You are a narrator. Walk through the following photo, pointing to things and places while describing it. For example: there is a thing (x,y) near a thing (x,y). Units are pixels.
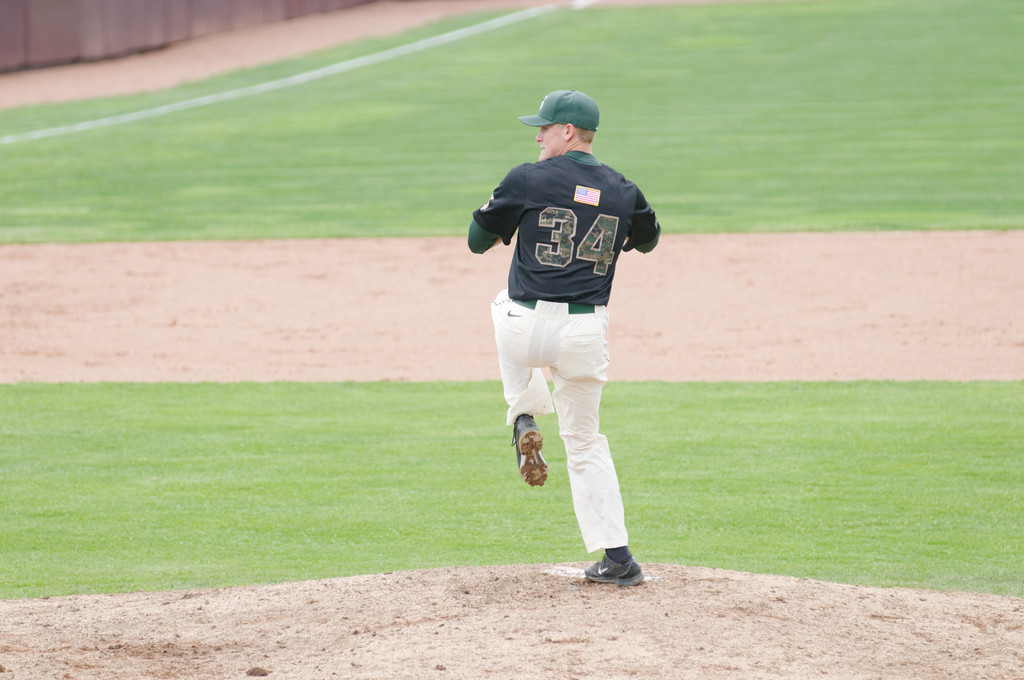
In this image we can see a person (594,273) wearing dress (552,248), shoes (624,569) and green cap (564,119) is standing on the ground (410,604).
